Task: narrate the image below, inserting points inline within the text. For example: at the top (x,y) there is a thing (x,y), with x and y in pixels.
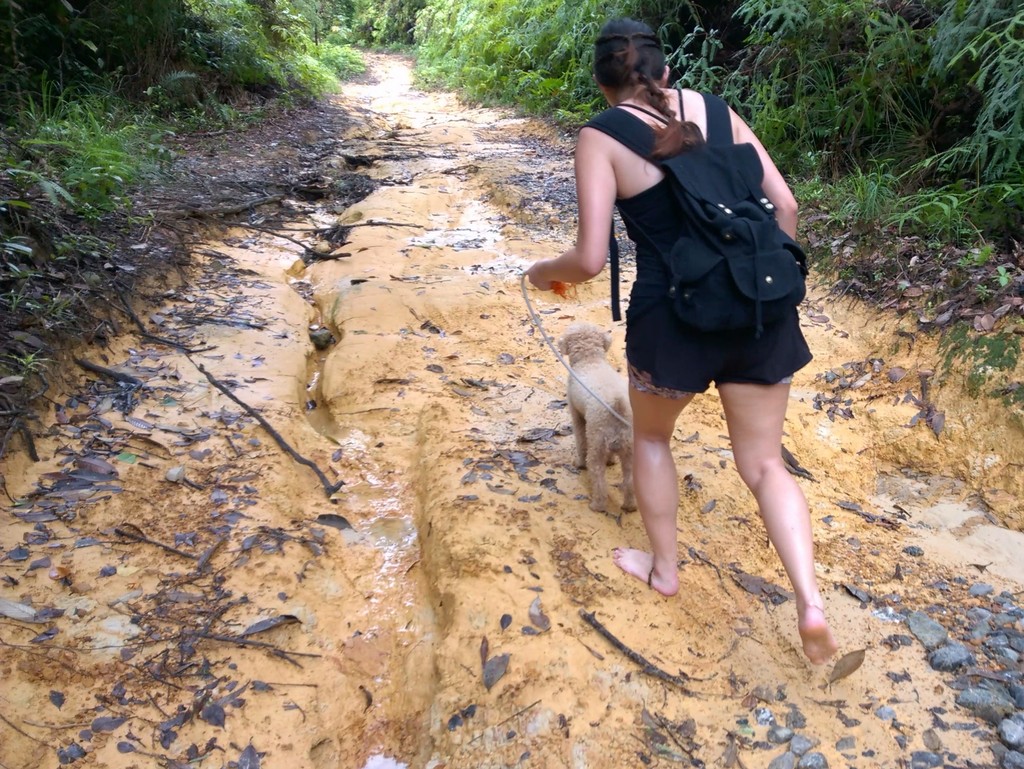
There is a ground (513,505) of brown color, And there is a woman (641,355) holding a dog (597,378), In the right side (897,79) there are some plants (877,52), And In the left side (17,203) there are some plants (32,156).
